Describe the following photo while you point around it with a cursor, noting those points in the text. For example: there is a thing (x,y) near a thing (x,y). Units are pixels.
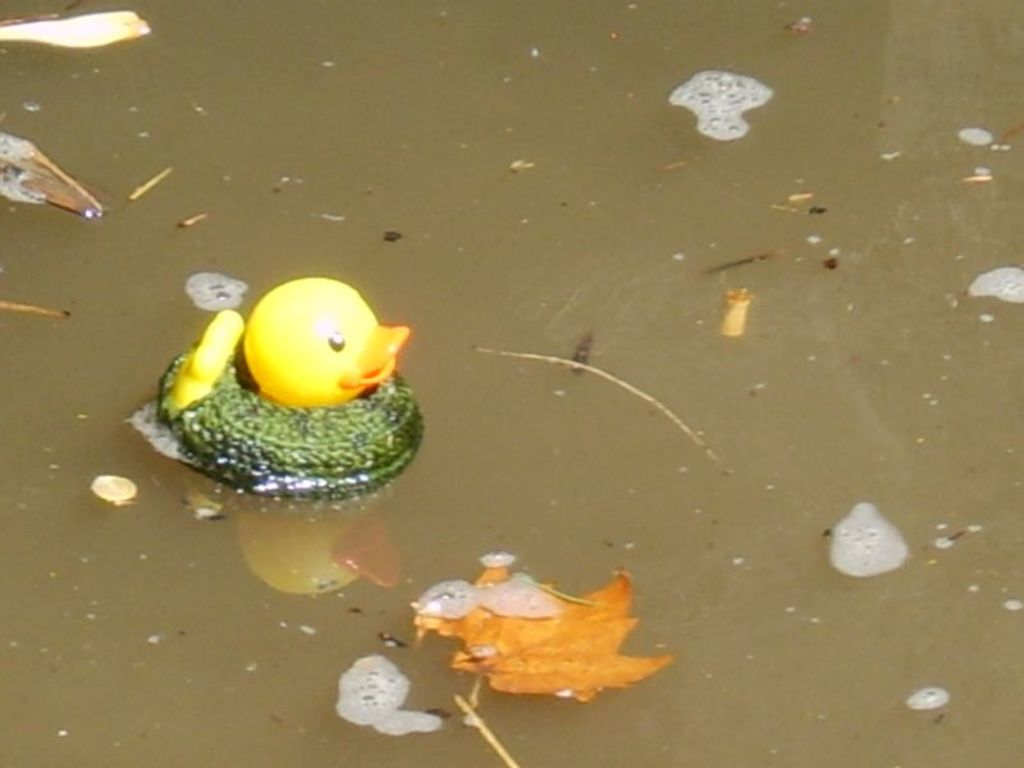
In this image we can see there is a small rubber duck toy (355,434) floating in the water (546,454), behind that there are so many dust particles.
